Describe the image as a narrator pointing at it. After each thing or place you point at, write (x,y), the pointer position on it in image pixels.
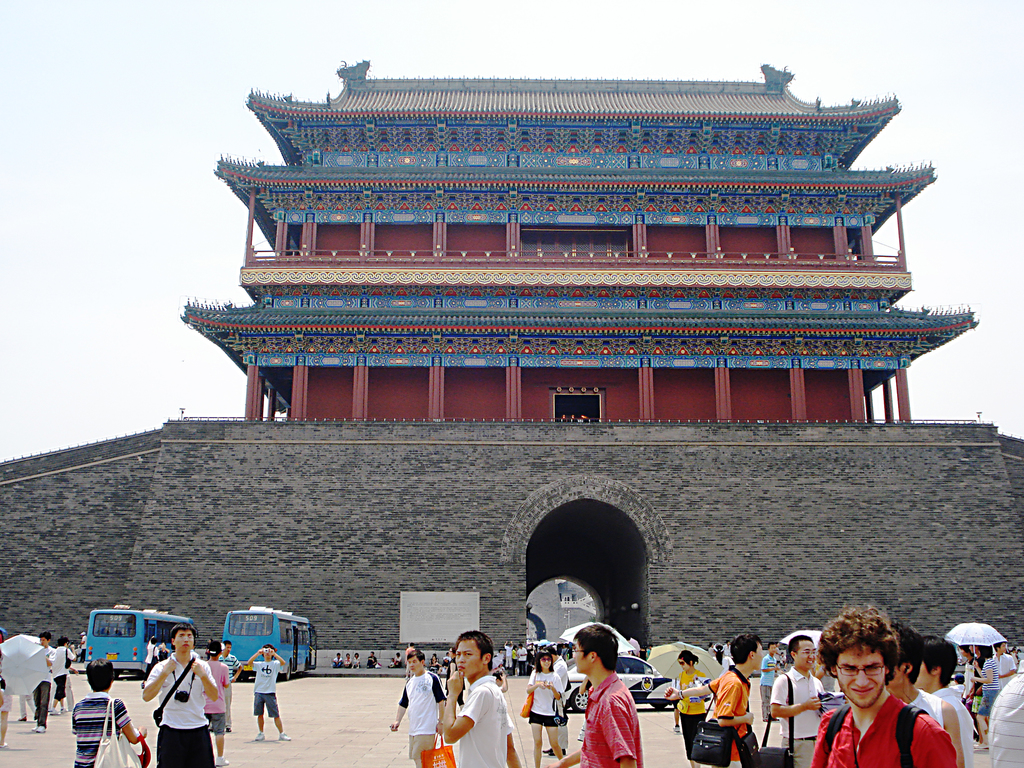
This image consists of many people (535,762) walking on the road (362,701). In the background (359,466), there is a big wall (408,534) and a building (578,361) in brown color. At the top (99,215), there is a sky (124,308). There are two buses (242,661) parked.
